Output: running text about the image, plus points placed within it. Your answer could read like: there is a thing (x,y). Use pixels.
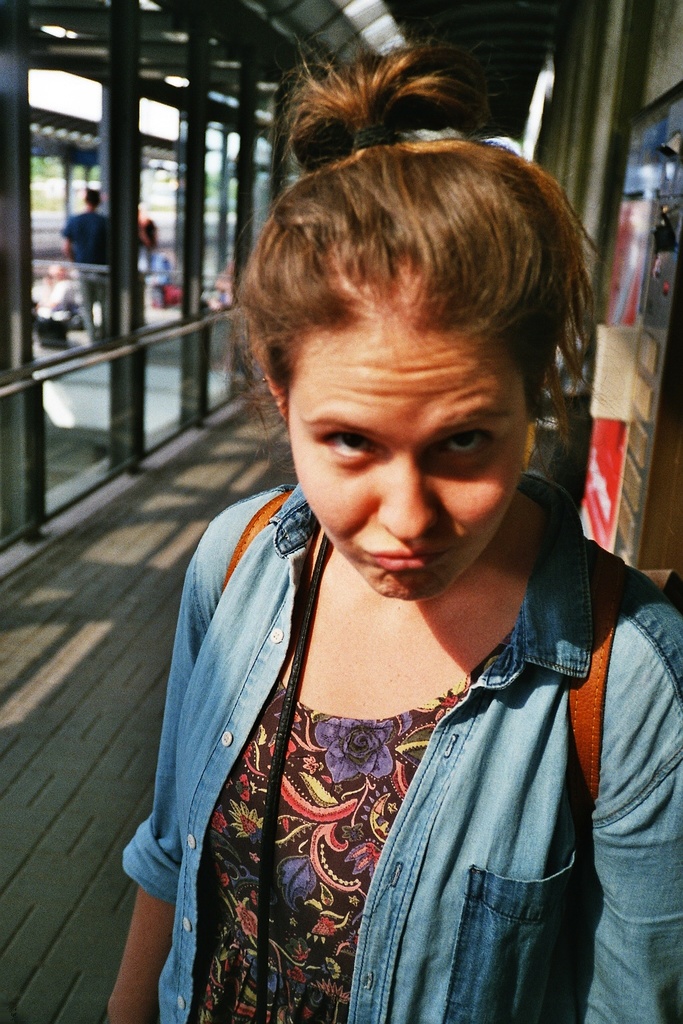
In the image there is a woman (315,558) in the foreground (342,760) and behind the women (309,1021) there are some poles (134,256) and behind the poles (131,235) there are other people (142,222).
